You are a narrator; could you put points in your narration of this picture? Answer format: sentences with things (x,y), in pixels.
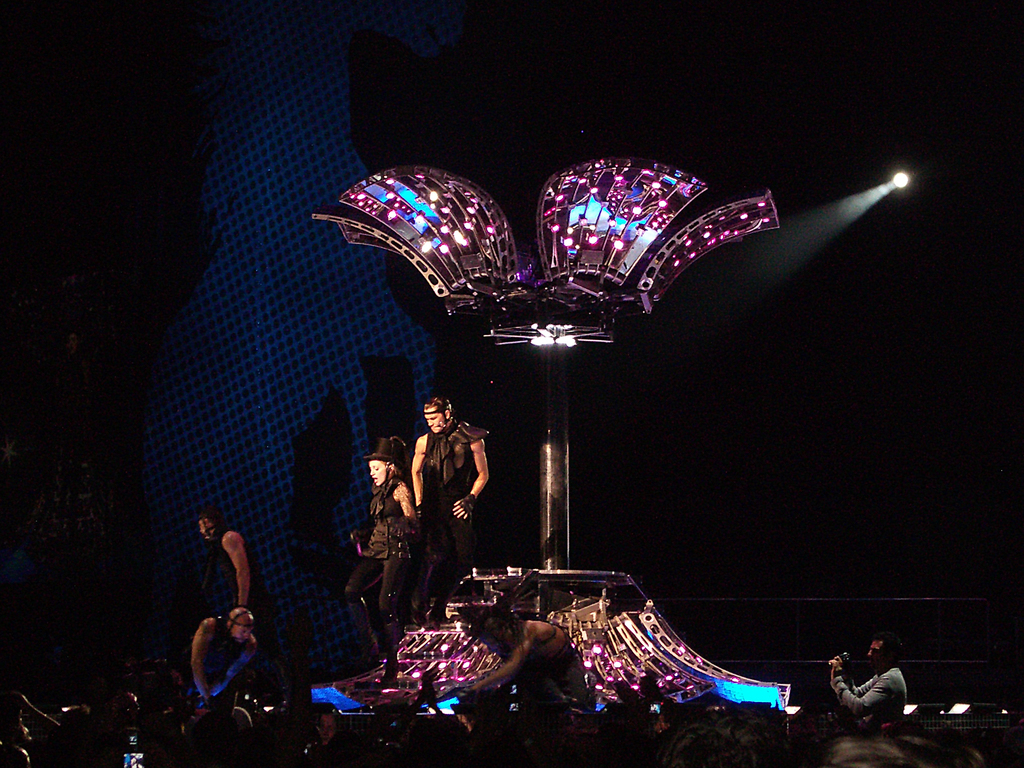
In the center of the image (520,297), we can see a stand (489,578) and lights (546,211) and there are people (450,556) and some of them are wearing costumes (582,686) and on the right (852,690), there is a person (889,675) holding an object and the background (122,61) is dark.
